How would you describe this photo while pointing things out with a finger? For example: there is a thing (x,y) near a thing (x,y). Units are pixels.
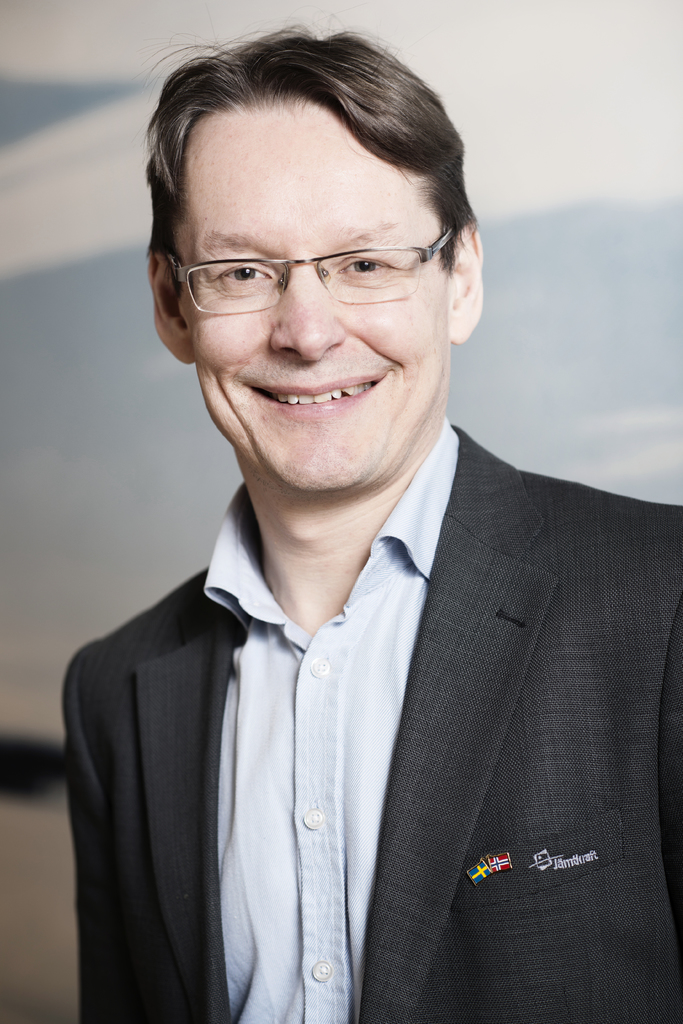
In this image, we can see a man (267,697) smiling and wearing glasses (273,292) and a coat (492,903) with some text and logo (486,864) on it. In the background (527,119), there is a wall (475,115).
